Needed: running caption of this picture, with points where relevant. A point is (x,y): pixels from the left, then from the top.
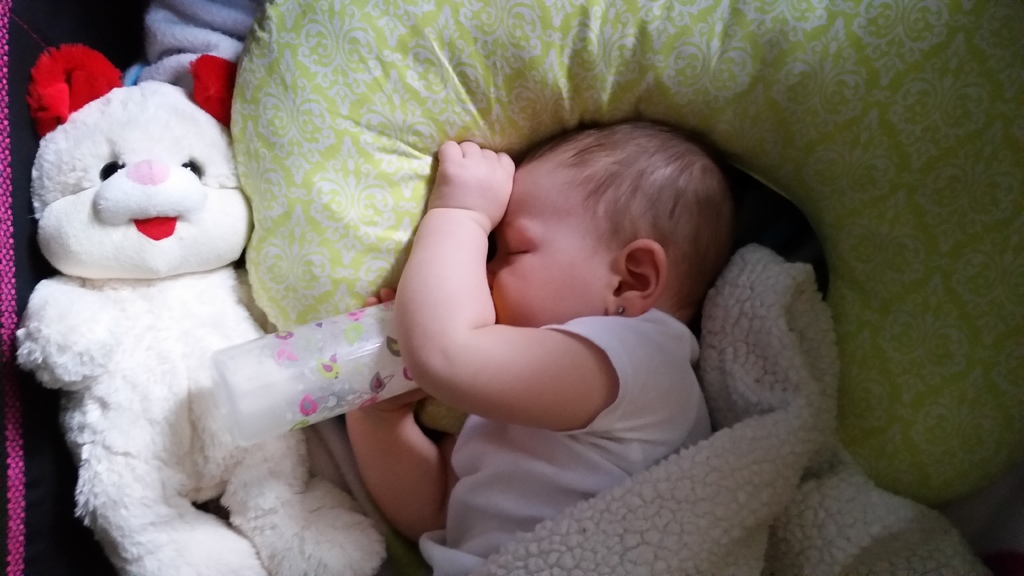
In this picture we can see a kid (586,365) sleeping on a pillow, this kid (479,457) is holding a bottle (381,380), on the left side (84,389) there is a doll (68,373), we can see bed sheet (608,546) here.
